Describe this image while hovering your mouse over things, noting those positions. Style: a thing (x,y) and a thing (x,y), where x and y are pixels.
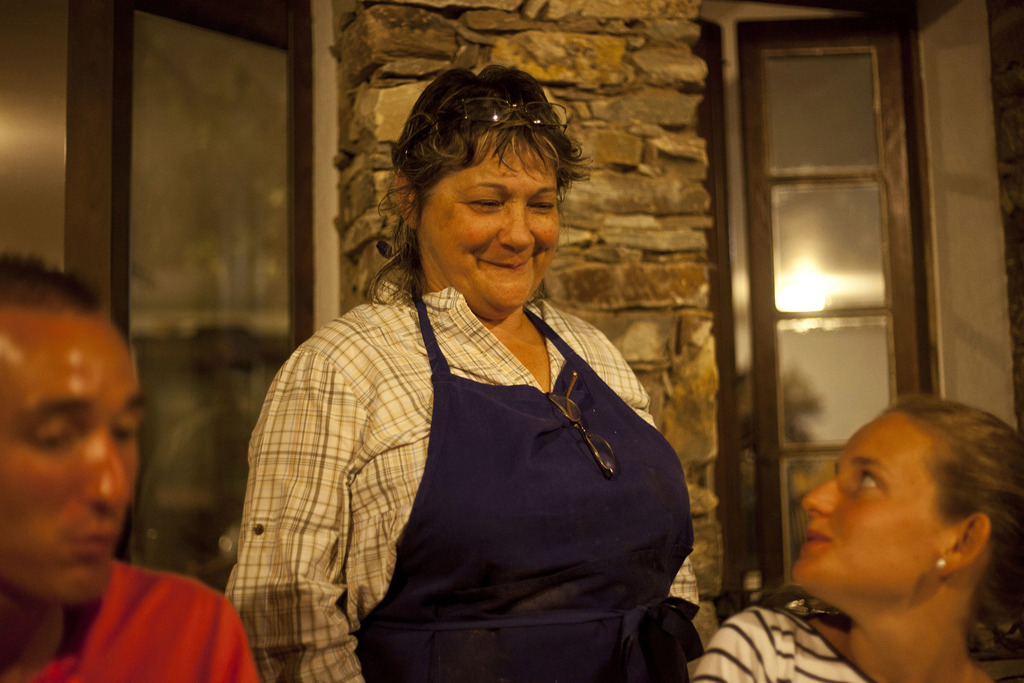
In this picture I can observe three members (456,487). Two of them are women (668,486). One of them is smiling. In the background (584,279) I can observe pillar (361,108).
